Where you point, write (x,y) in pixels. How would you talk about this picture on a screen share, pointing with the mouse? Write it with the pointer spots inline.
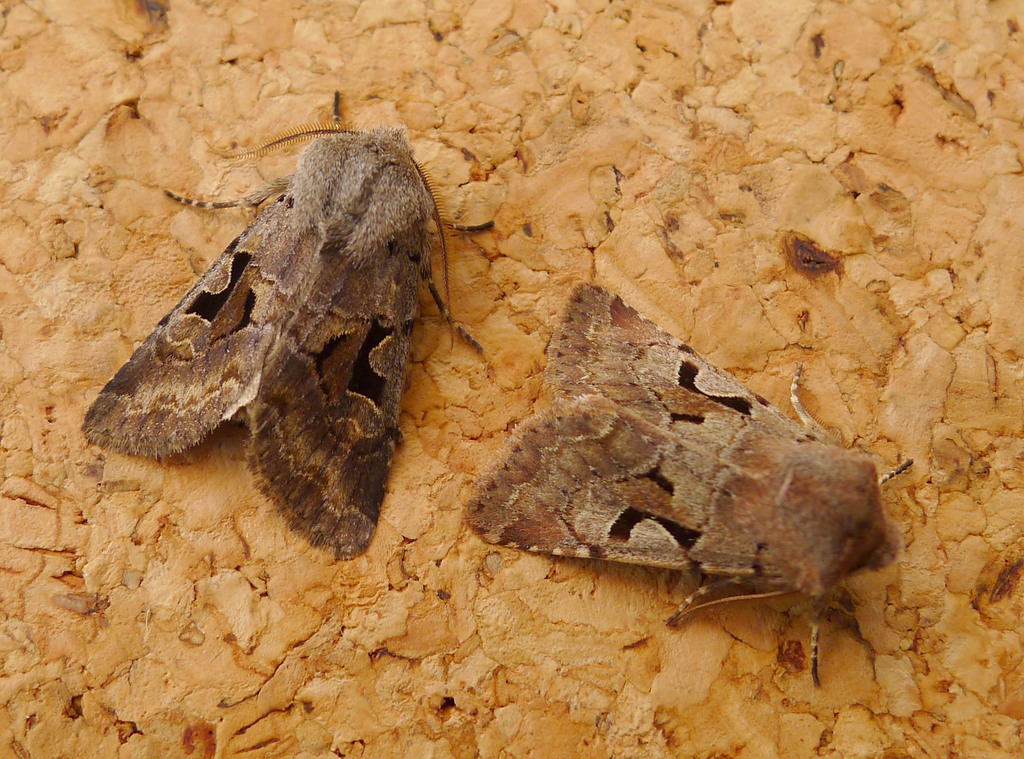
In this image we can see few insects (712,476). The background (363,676) looks like a wooden surface (475,675).
